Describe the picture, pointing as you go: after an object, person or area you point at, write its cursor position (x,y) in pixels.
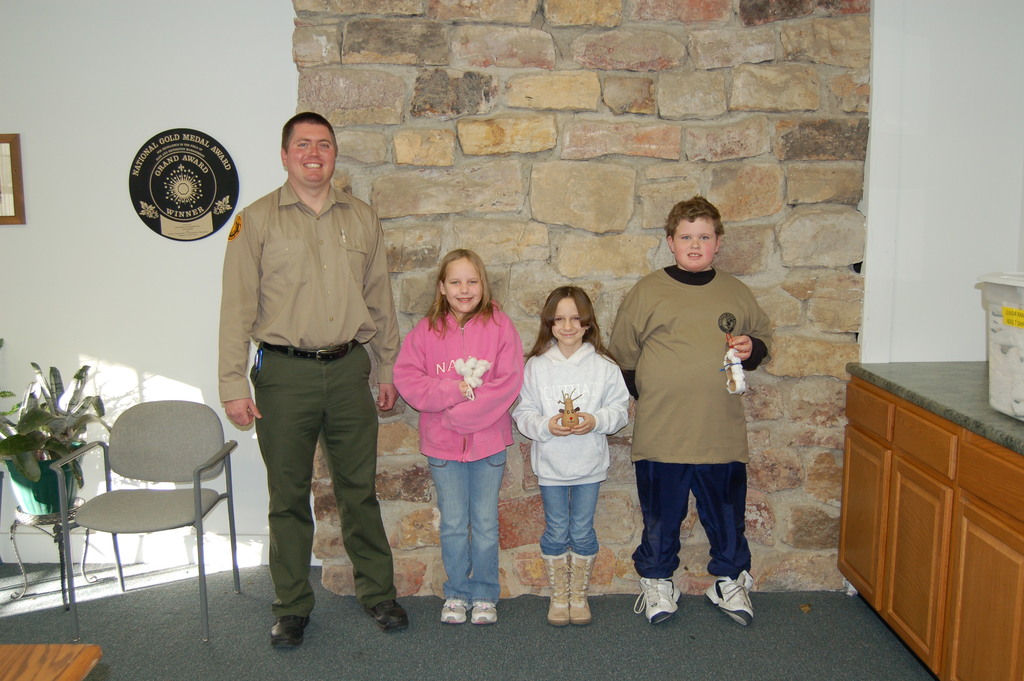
In a given image we can see man (340,309), two girls (476,375) and a boy (702,387). Beside a man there is a chair (177,507) and a plant pot (25,452). This is a carpet (671,667) which is in gray color.
